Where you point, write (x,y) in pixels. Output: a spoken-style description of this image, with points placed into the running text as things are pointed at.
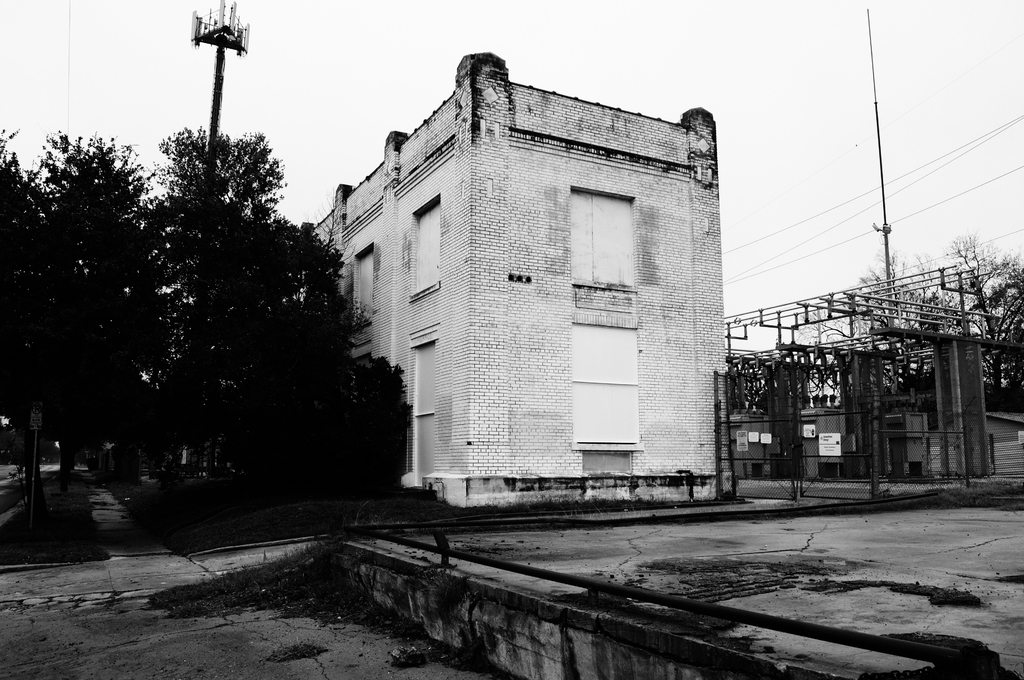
In this picture I can see building (519,337), trees (363,322) and poles (839,350). This picture is black and white in color. In the background (769,141) I can see sky (771,110).
